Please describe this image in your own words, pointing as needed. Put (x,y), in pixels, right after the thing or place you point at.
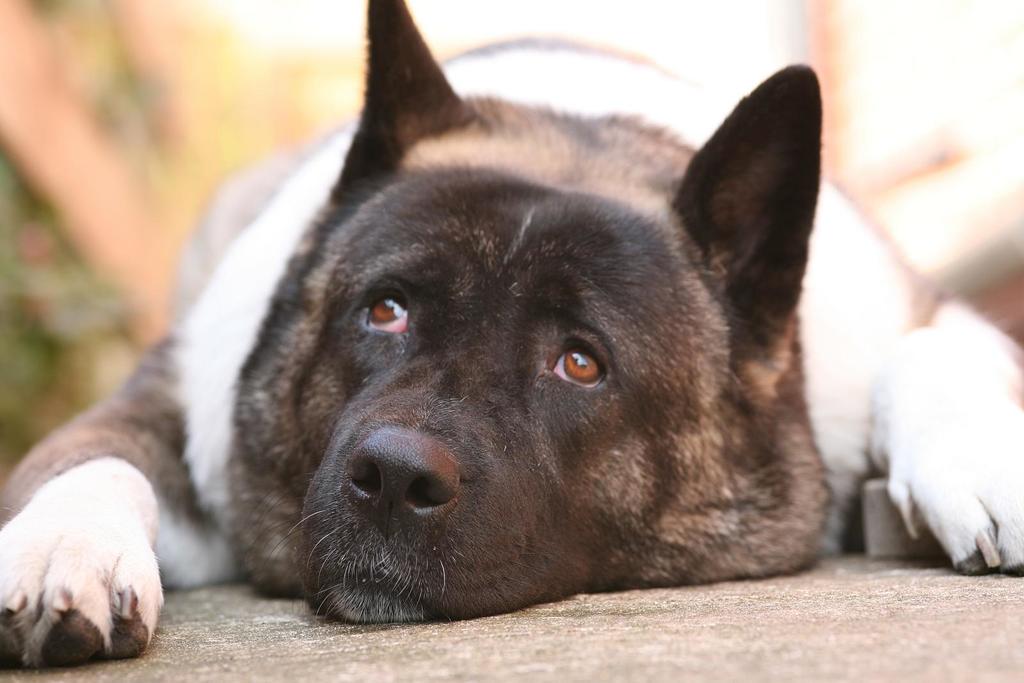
In the middle of this image (520,306), there is a dog (487,89) in a black and white color combination, lying on the floor (231,605). And the background (343,30) is blurred.
